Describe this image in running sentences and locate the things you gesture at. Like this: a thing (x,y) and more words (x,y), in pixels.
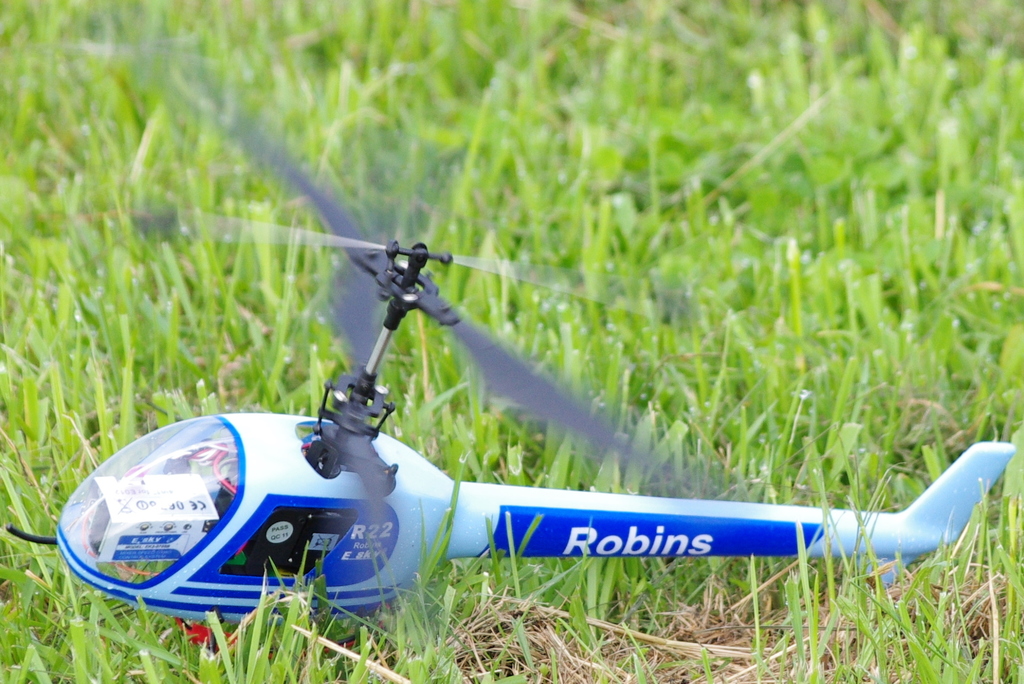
There is a toy helicopter (358,418) on the grassland (595,248) in the foreground area of the image (221,412).
